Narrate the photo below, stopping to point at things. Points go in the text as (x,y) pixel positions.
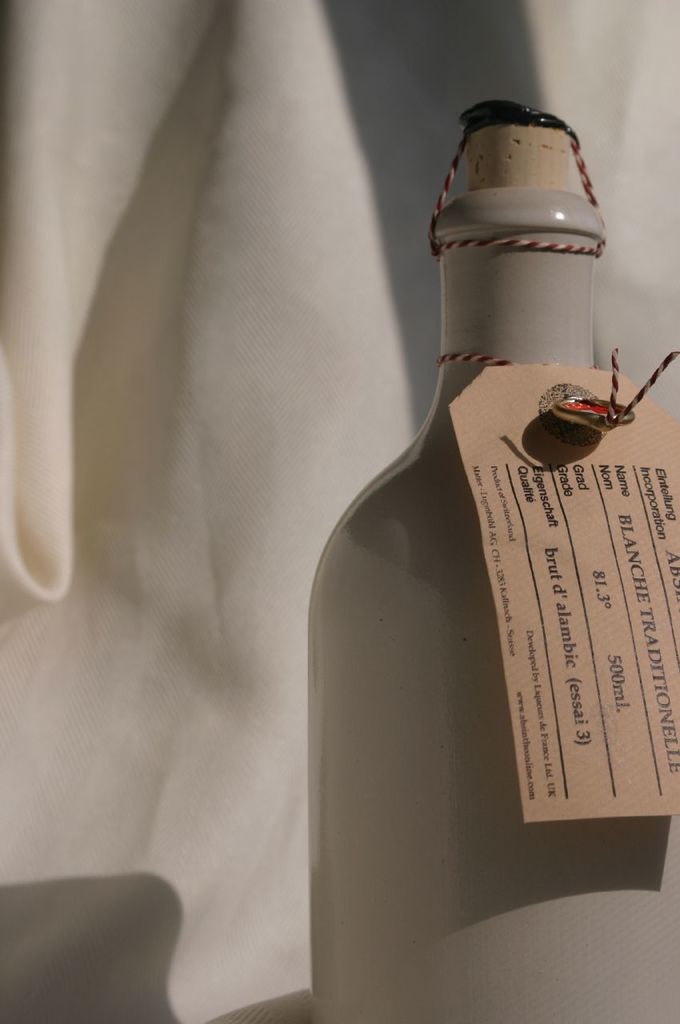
In this picture we can see a bottle (430,525) and a tag (626,660). There is a white background (220,351).
